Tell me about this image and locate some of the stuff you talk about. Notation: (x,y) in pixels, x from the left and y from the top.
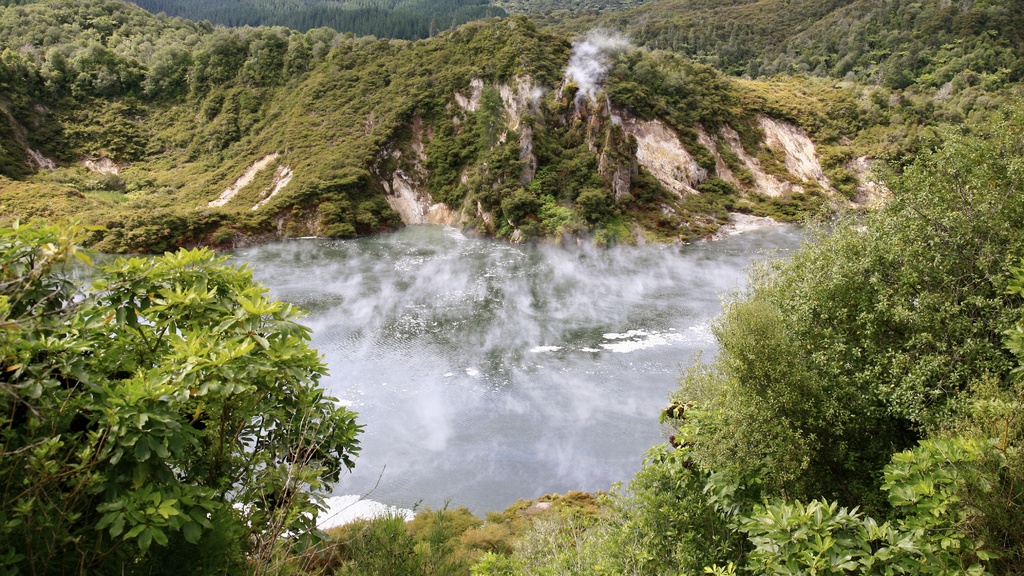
In this image there are some trees (206,343) mountains (829,40) and in the center (513,288) there is some fog (711,293), and in the background (398,30) also there are some trees (720,79) and mountains (644,59).
